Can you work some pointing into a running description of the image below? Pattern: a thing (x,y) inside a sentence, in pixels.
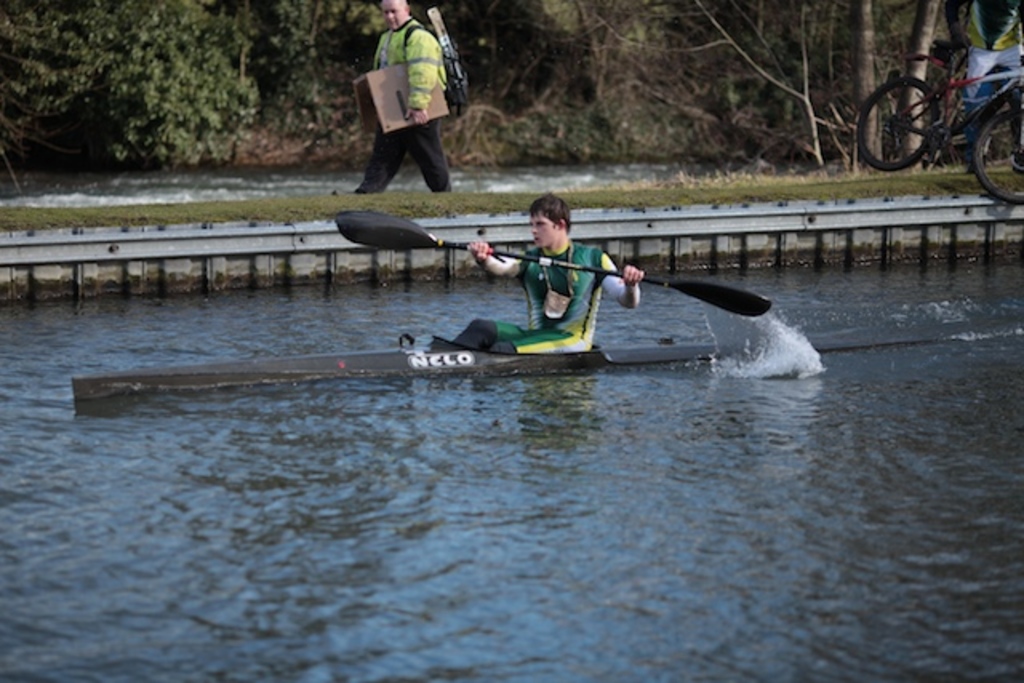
In the center of the image (534,285) we can see person (474,335) on boat (377,368) sailing on the water (523,425). In the background (440,61) we can see person (438,136) walking, grass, bicycle (964,130), water (527,173) and trees (527,9).
